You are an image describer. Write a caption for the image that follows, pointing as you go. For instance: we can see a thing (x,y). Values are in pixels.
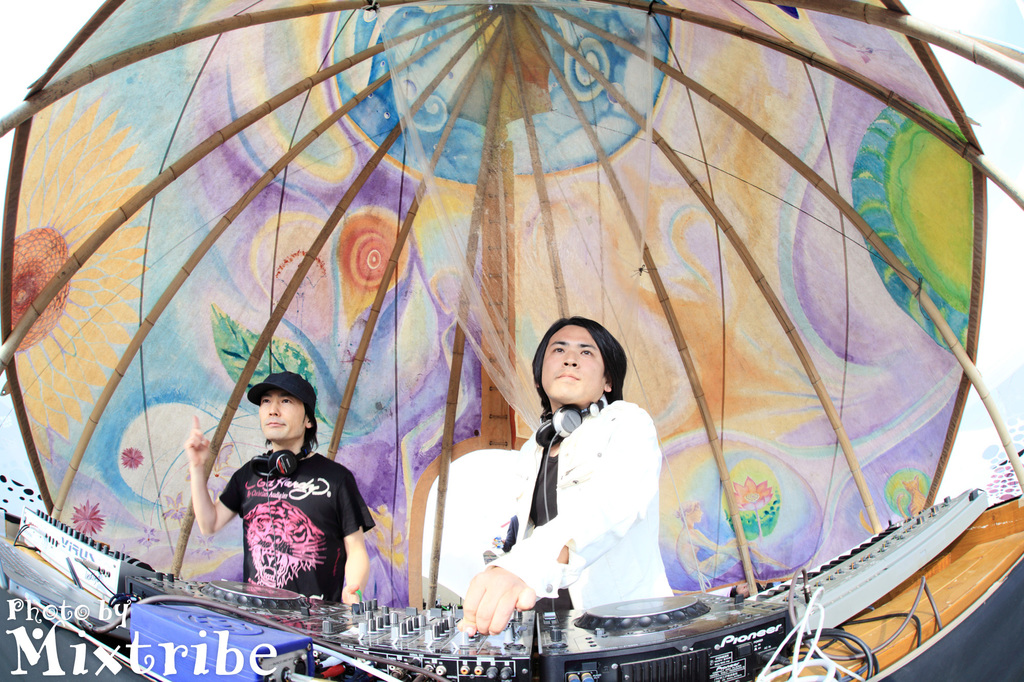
In this picture I can see two persons (265,514) are controlling the DJs (669,669) in the middle (617,429). There is the watermark (241,637) in the bottom left hand side (240,661), at the top (425,48) it looks like an umbrella (755,262).
